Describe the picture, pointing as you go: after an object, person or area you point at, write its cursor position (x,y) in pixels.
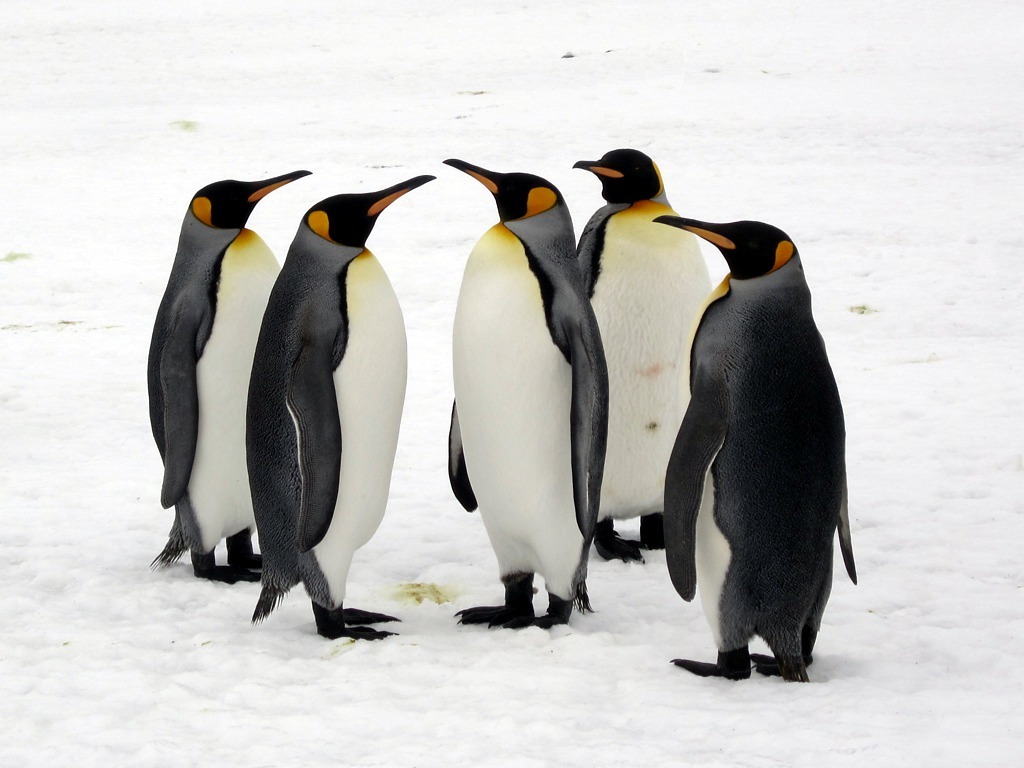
These are the 5 penguins (472,392) in black and white color on the snow (481,557).
